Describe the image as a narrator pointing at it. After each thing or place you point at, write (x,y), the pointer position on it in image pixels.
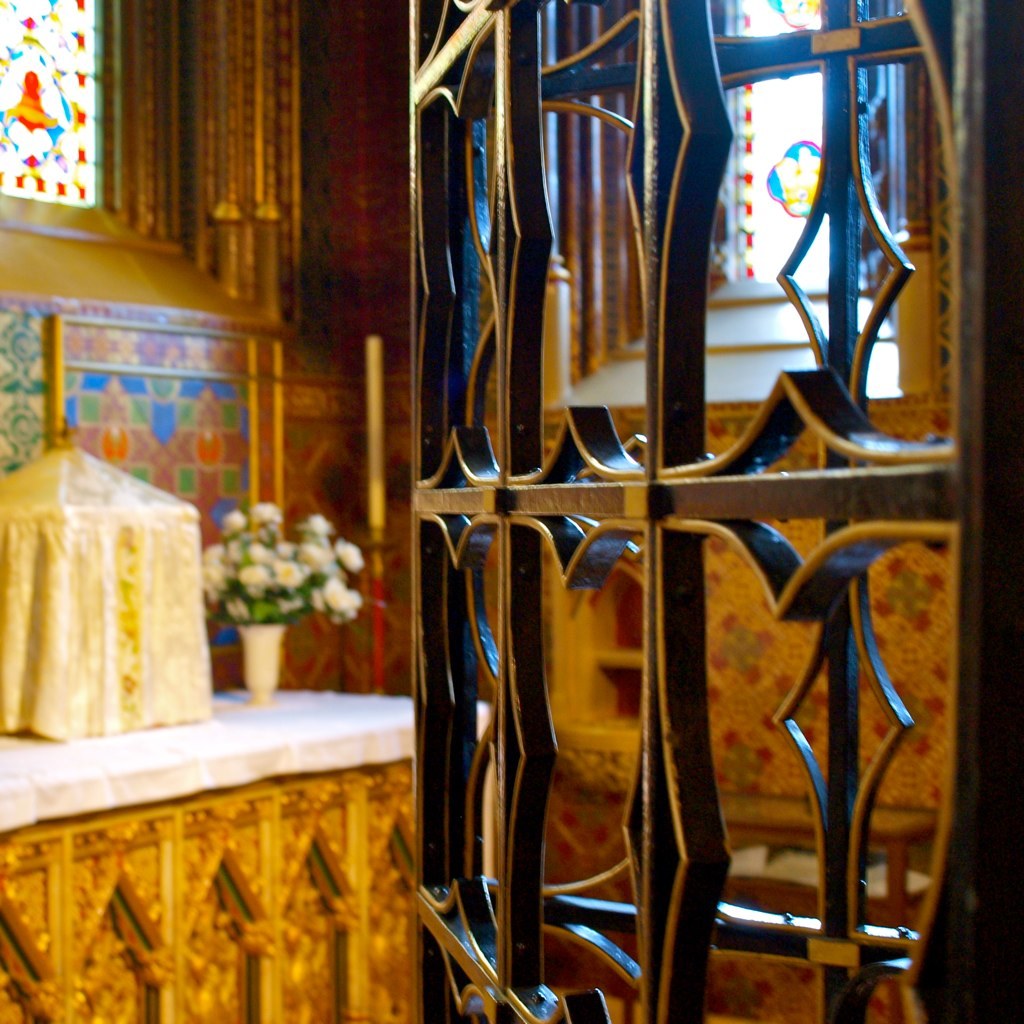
In this image there is an iron frame (662,878), in the background (323,834) there is a table (126,764), on that table (143,757) there is a flower vase (261,668) and a box (113,682) and there is a wall (259,154) for that wall (110,113) there are glass windows (85,74).
